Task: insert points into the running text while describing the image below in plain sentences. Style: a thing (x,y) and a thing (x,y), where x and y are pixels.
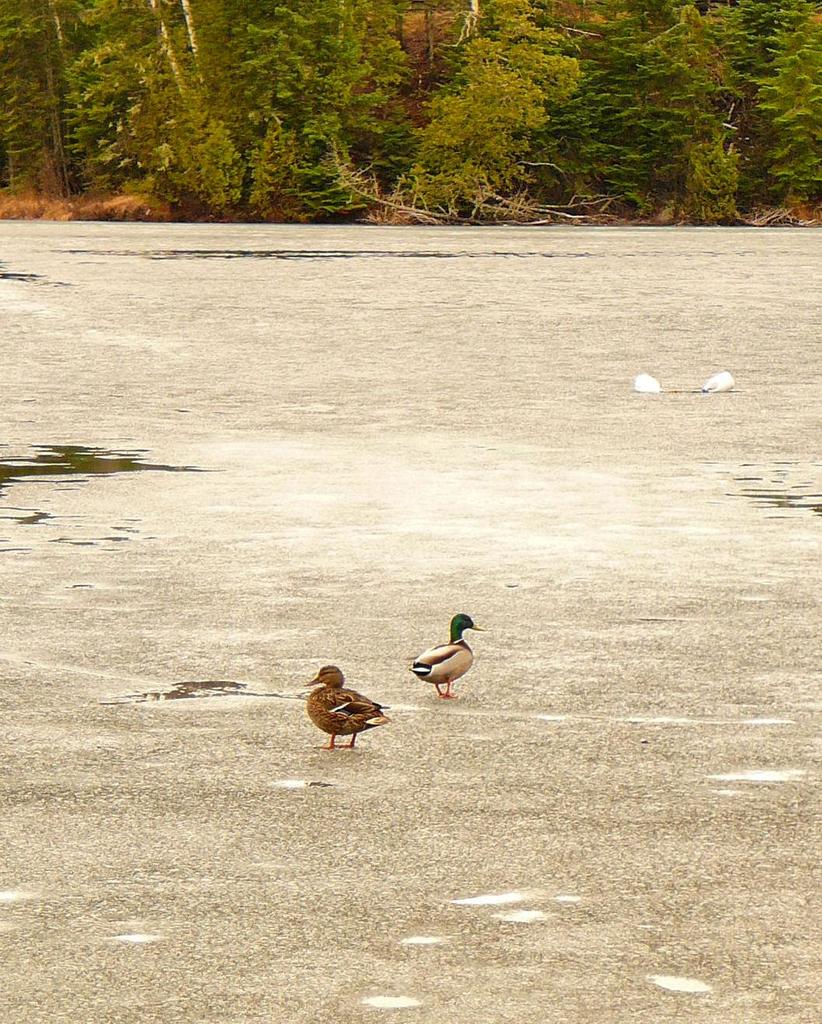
In this image, we can see the ground (647,456) with some objects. There are a few birds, trees (157,78). We can see some water (794,498).
